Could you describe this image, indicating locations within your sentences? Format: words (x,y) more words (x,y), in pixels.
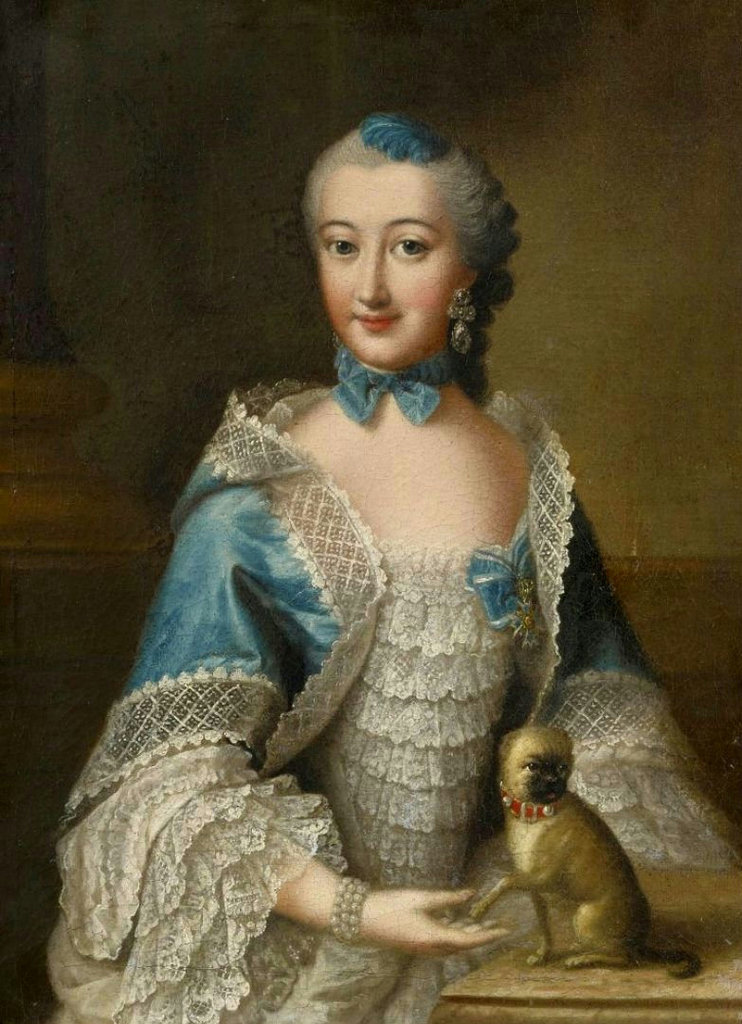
This image consists of a painting (374,636). In which there is a woman (243,642) wearing blue and white dress (247,941). In front of her there is a dog (593,920) sitting on a table (576,1003). In the background (180,386), there is a wall (405,110).
